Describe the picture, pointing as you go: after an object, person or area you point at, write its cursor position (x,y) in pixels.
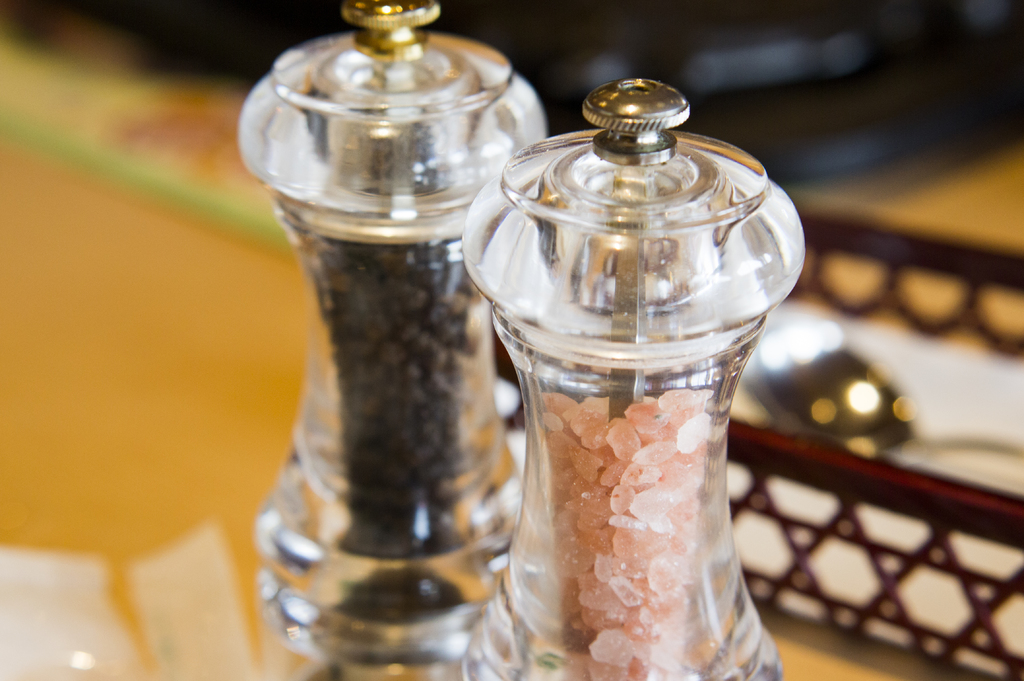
In this picture we can see there are two glass bottles (421,444) on an object (257,581) and on the right side of the objects (600,401) there is a spoon (818,406). Behind the objects (540,172) there is blurred background (539,42).
